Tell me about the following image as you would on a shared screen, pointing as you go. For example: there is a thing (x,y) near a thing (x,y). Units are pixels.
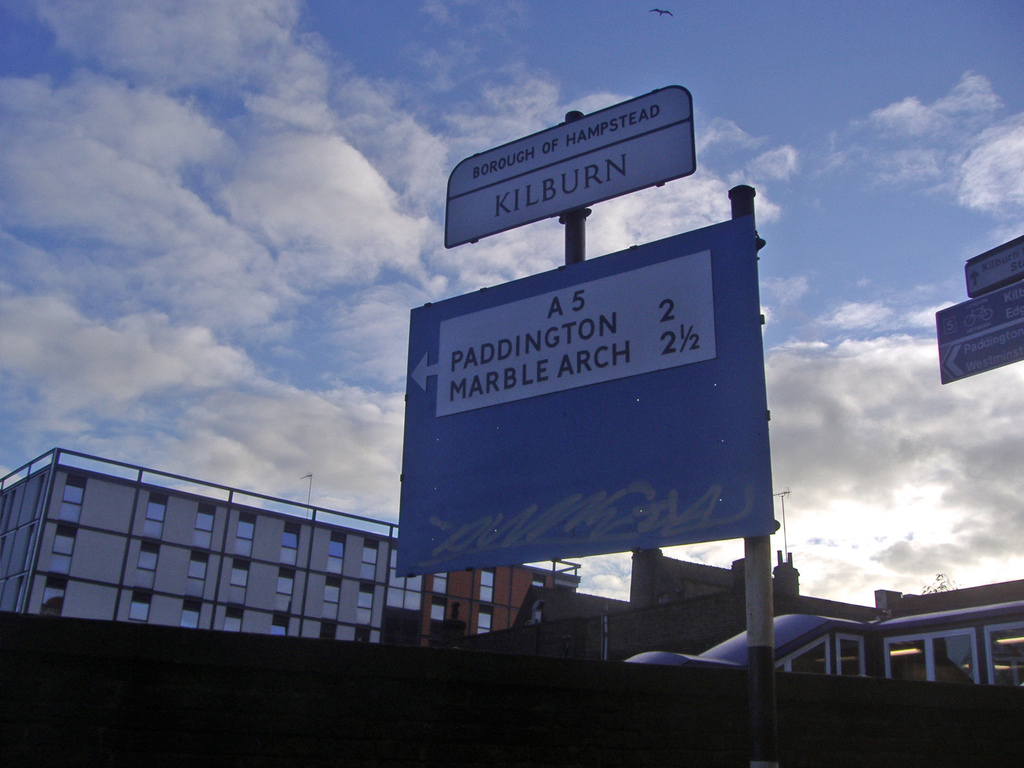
In this picture we can see some buildings (114,476), boards (501,436) and we can see the vehicle (728,649).
